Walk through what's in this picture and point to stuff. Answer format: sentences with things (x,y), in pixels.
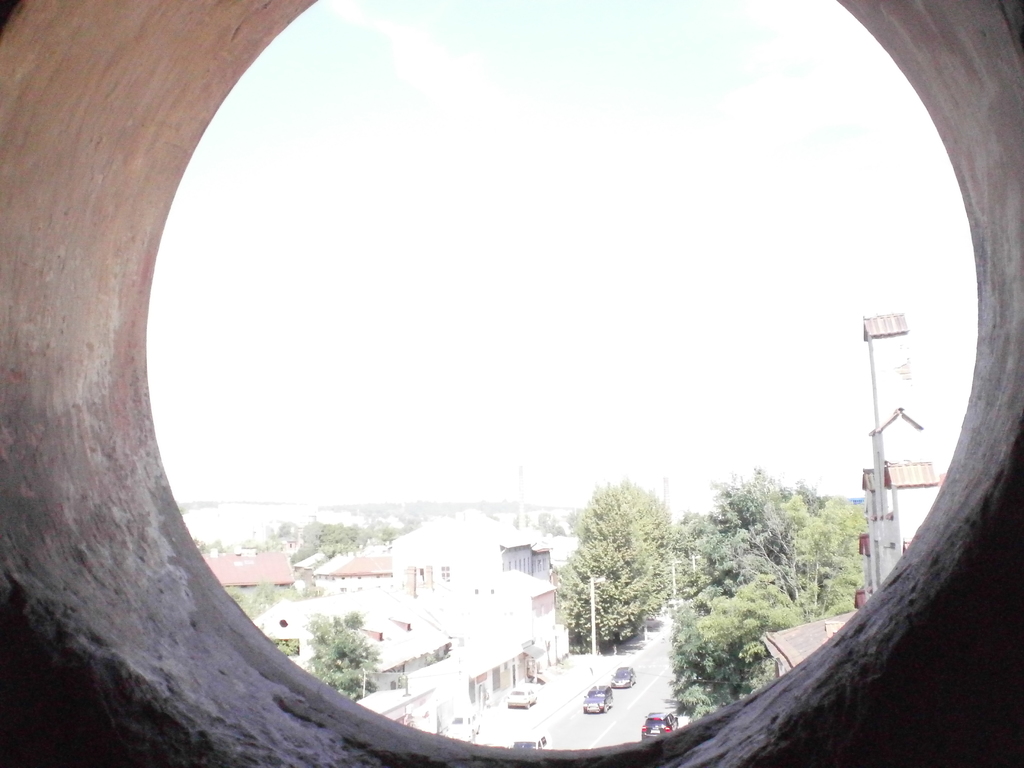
In the picture it seems like there is a cement pipe (62,46) the foreground (86,5), behind that there are houses (547,596), trees (777,548), roads (658,677), poles (592,615) and vehicles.
